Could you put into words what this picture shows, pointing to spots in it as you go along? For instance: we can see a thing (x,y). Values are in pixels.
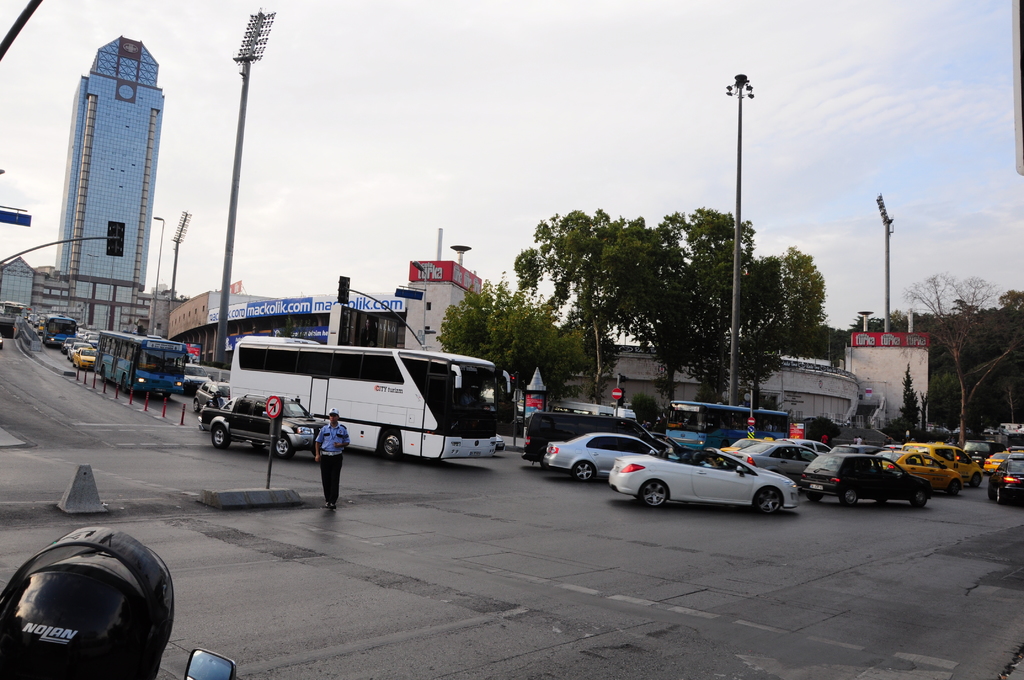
This is the picture of a city (792,447). In this image there are vehicles (720,493) on the road (481,517) and there is a person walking on the road (382,534) and there are buildings (60,283), trees (948,370) and street lights (893,220) and there are boards (923,339) on the buildings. At the top (874,157) there is sky (847,157) and there are clouds (674,23). At the bottom (776,578) there is a road (681,553).
